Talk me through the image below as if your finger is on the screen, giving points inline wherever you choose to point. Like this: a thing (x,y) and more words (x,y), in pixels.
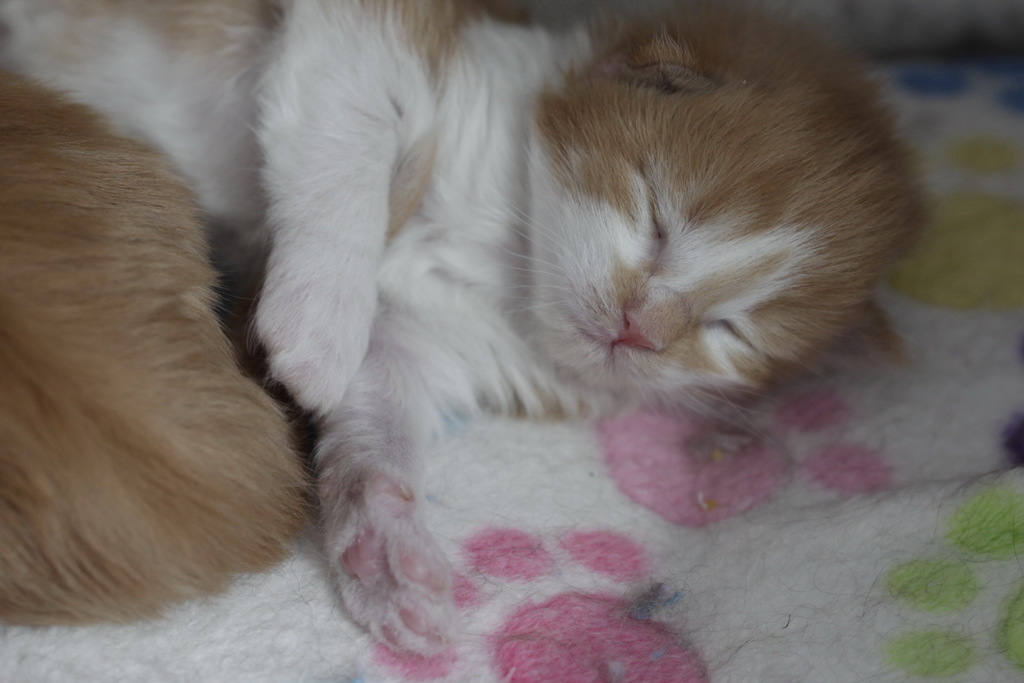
Here we can see a cat (313,226) is sleeping on a cloth (489,628).
